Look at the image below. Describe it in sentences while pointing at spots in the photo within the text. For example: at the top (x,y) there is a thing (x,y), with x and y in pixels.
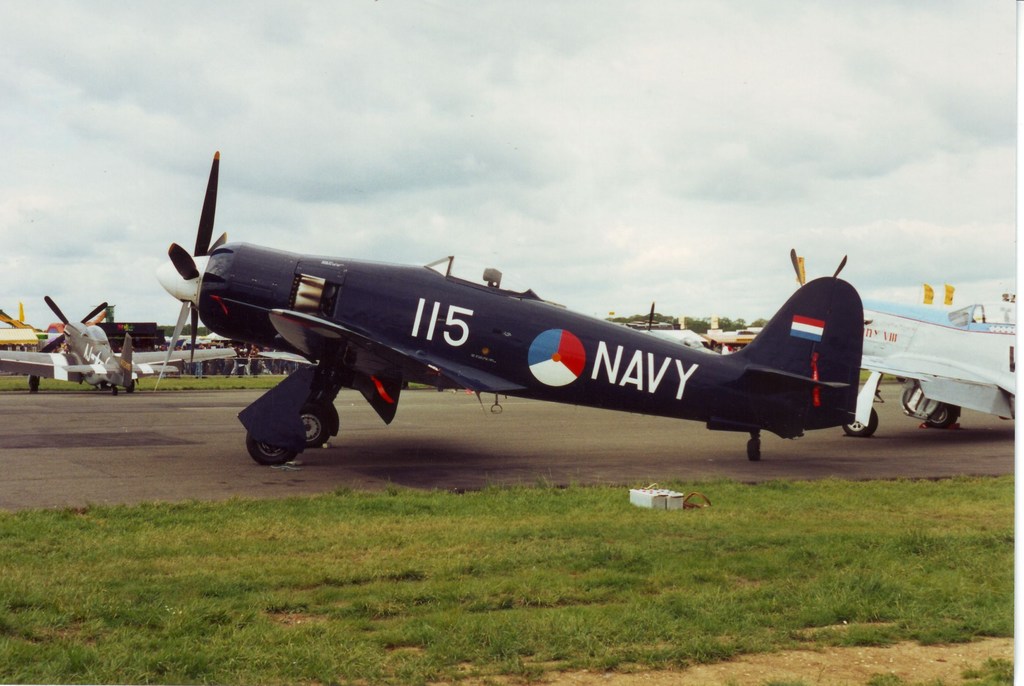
In this image we can see a few aircrafts (507,308) on the ground (239,480), there are some trees (701,331), buildings (157,340) and the grass (501,626), in the background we can see the sky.
